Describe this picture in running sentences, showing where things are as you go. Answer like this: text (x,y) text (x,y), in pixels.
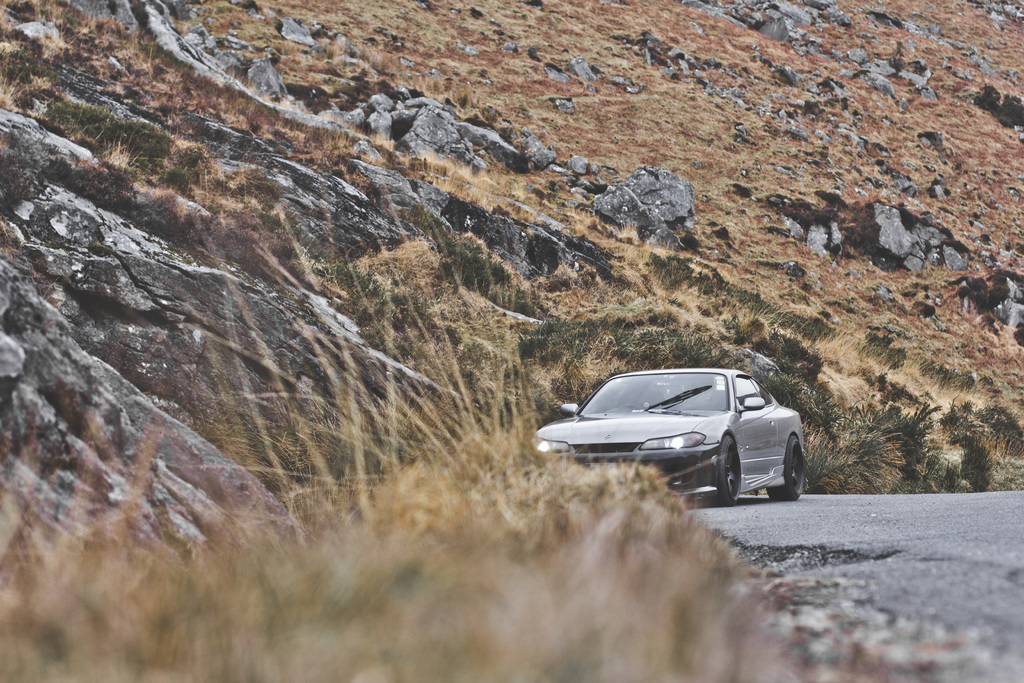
In this image we can see a car (771,458) on the road (796,537). In the background of the image (455,319) there is a mountain (379,216). At the bottom of the image (343,576) there is dry grass (343,576).
